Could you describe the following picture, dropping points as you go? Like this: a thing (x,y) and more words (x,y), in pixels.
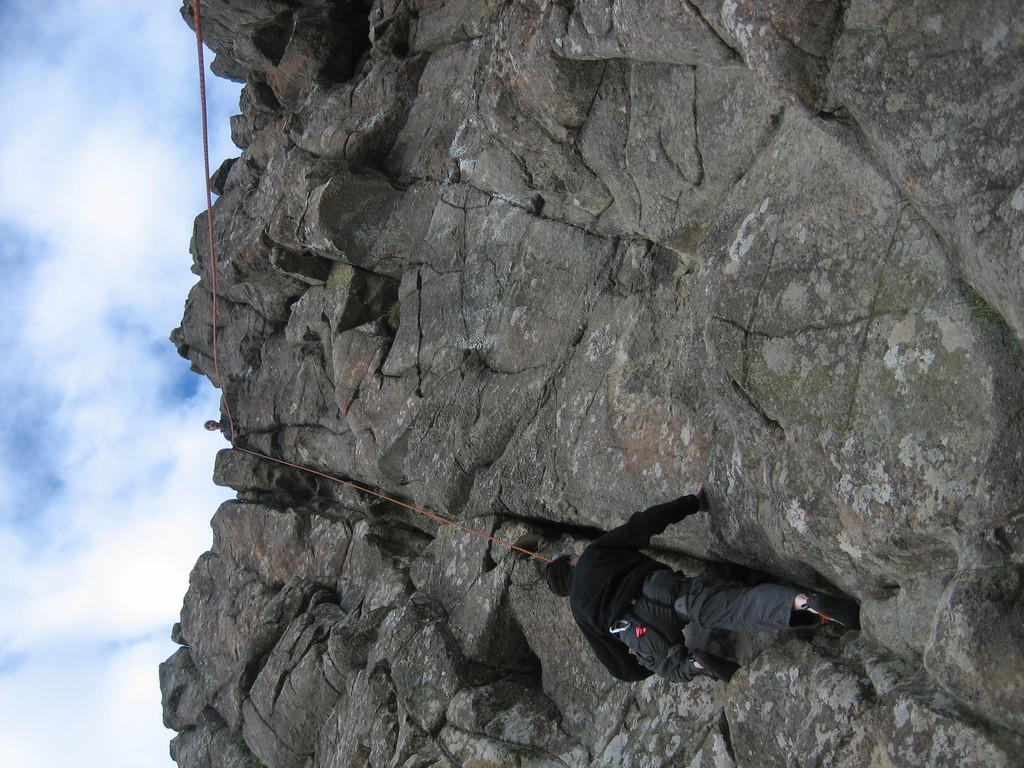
In this image there is a person (626,647) trekking the rocky mountain (440,415) with a rope (350,485), on top of the mountain (247,479) there is another person (221,416) standing, in the sky (144,423) there are clouds (169,424).
